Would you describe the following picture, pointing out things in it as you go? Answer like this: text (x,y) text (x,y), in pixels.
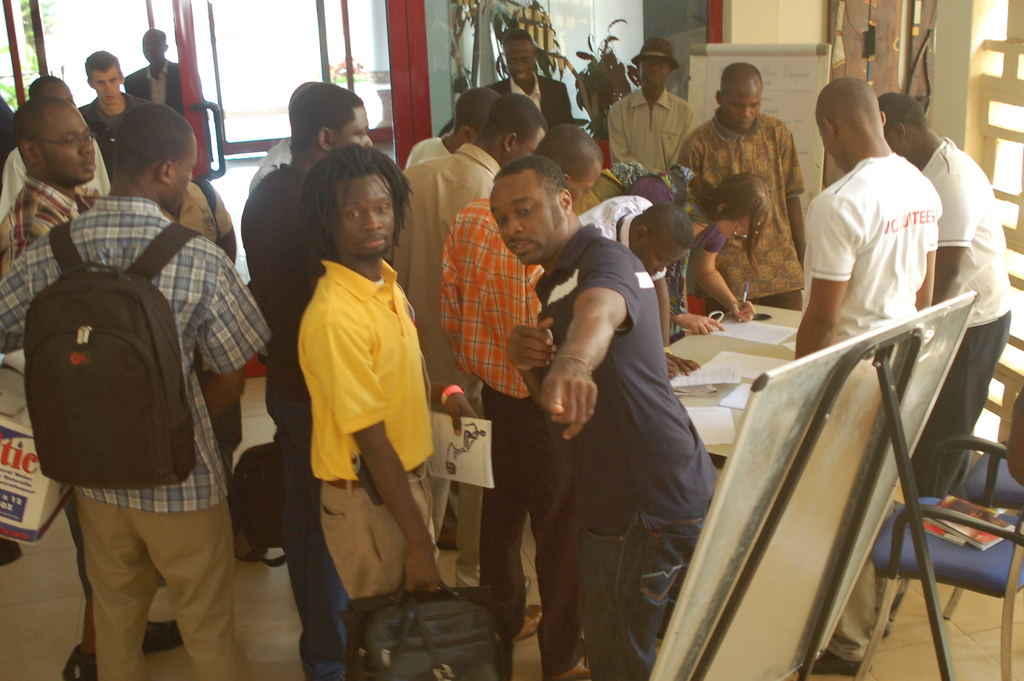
In this picture we can see a group of people (399,251) some are carrying bags (243,474) and books (470,421) in their hands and some are writing with pen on paper (748,338) placed on a table (713,402) and in background (234,34) we can see door (268,64), tree (542,42), wall (756,30), board (767,55).
